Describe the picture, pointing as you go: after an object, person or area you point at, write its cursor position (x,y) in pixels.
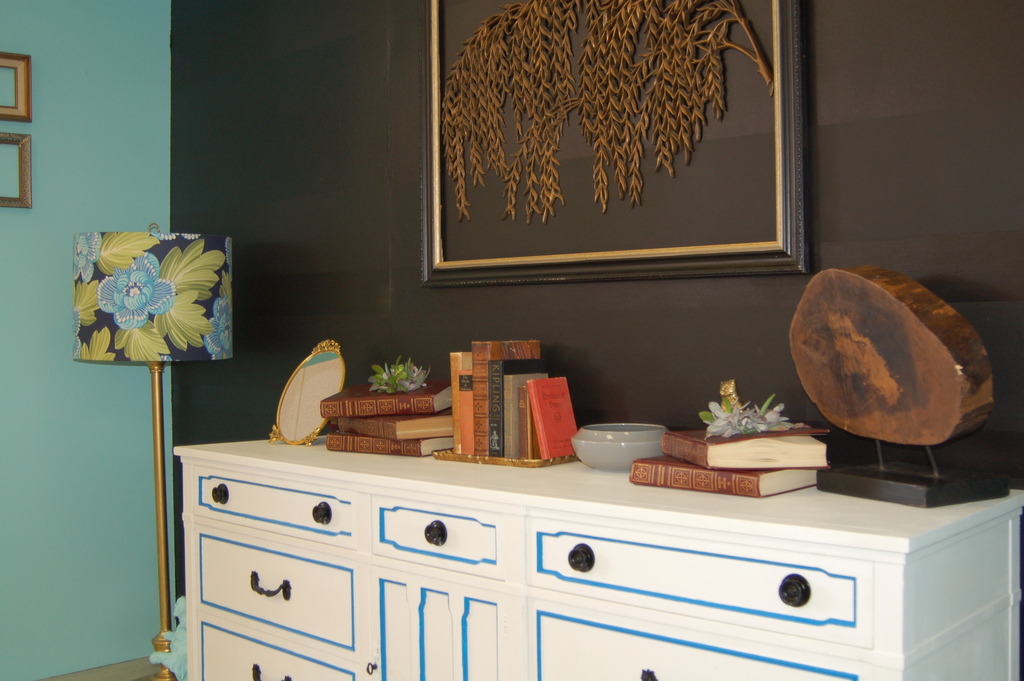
The image consists of a cupboard (397,583) which is in front of wall (633,330). On the cupboard (278,652) there are books (413,437), bowl (635,448) and a mirror (326,379). There is a photo frame (675,159) which is kept on wall (296,62). To the left side (155,256) there is a lamp (176,333) and there are drawers (415,541) to the cupboard (291,590).
